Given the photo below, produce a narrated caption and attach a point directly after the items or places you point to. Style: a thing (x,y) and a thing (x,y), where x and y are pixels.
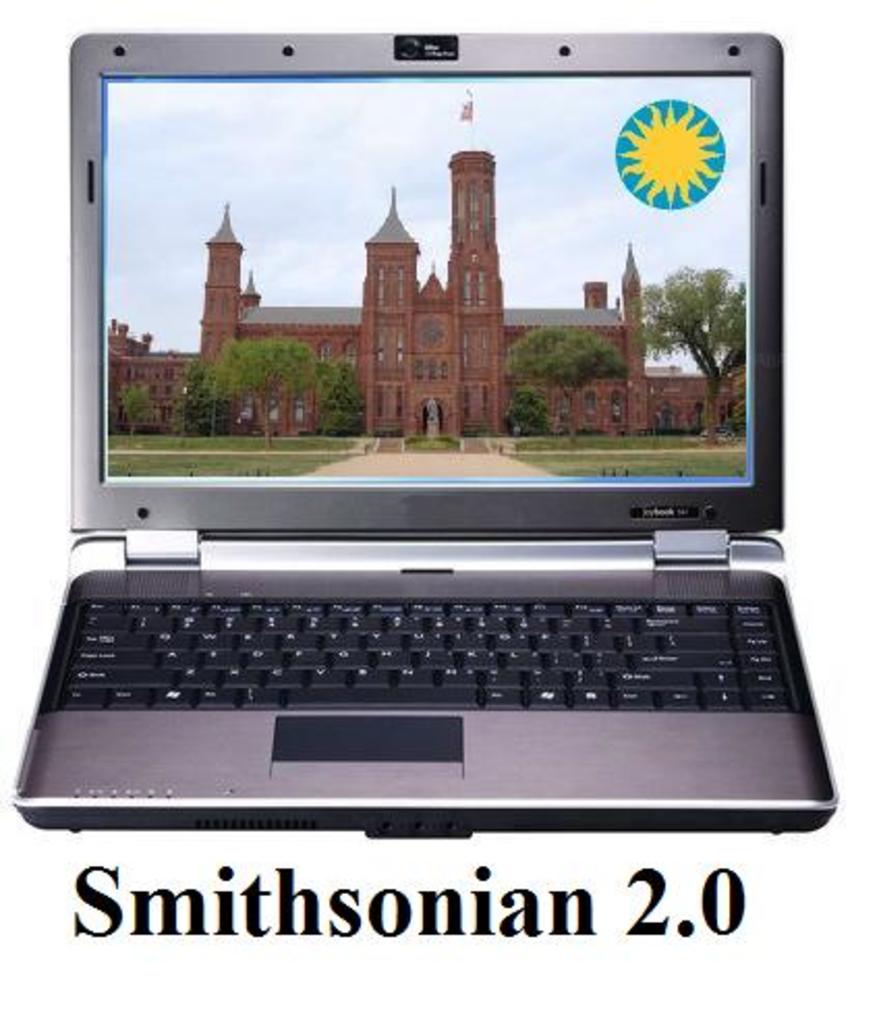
This is a picture of a laptop (81,513), and in screen (615,223) there are plants (223,430), sculpture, trees (508,414), grass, building (497,414), flag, sky (356,119) and watermarks (705,117) on the image.
